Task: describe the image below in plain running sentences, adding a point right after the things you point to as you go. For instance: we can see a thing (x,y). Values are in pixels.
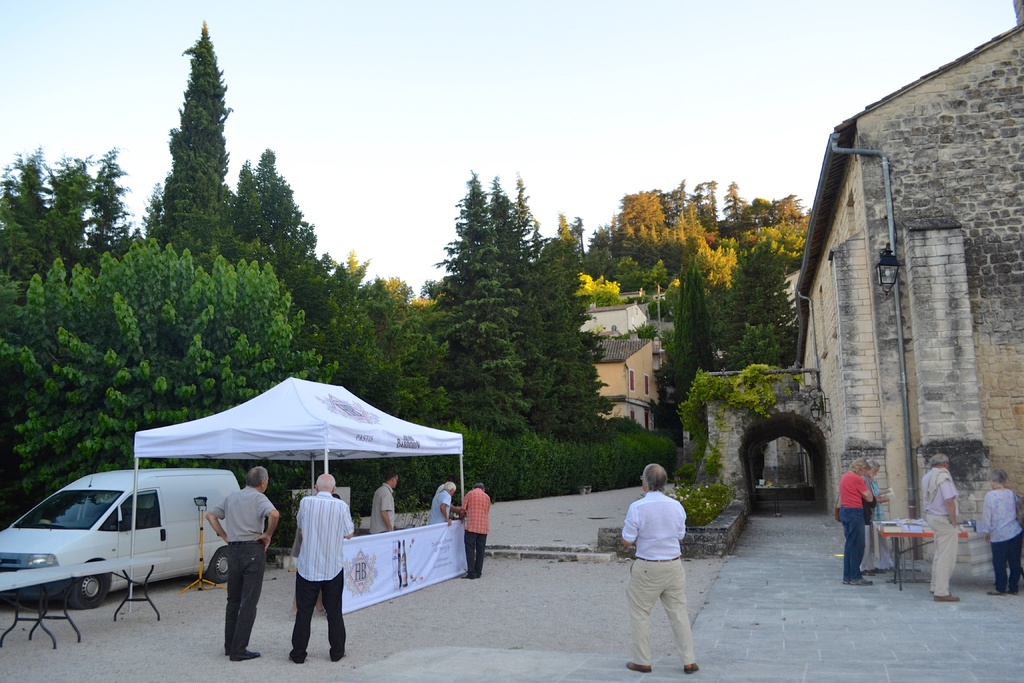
In this picture we can see few trees (247,256), buildings (637,401) and group of people (653,596), and also we can see a car (161,536) and a tent (162,446) on the left side of the image (325,388), in the background (892,211) we can see a pipe (887,187) on the wall (893,306).
